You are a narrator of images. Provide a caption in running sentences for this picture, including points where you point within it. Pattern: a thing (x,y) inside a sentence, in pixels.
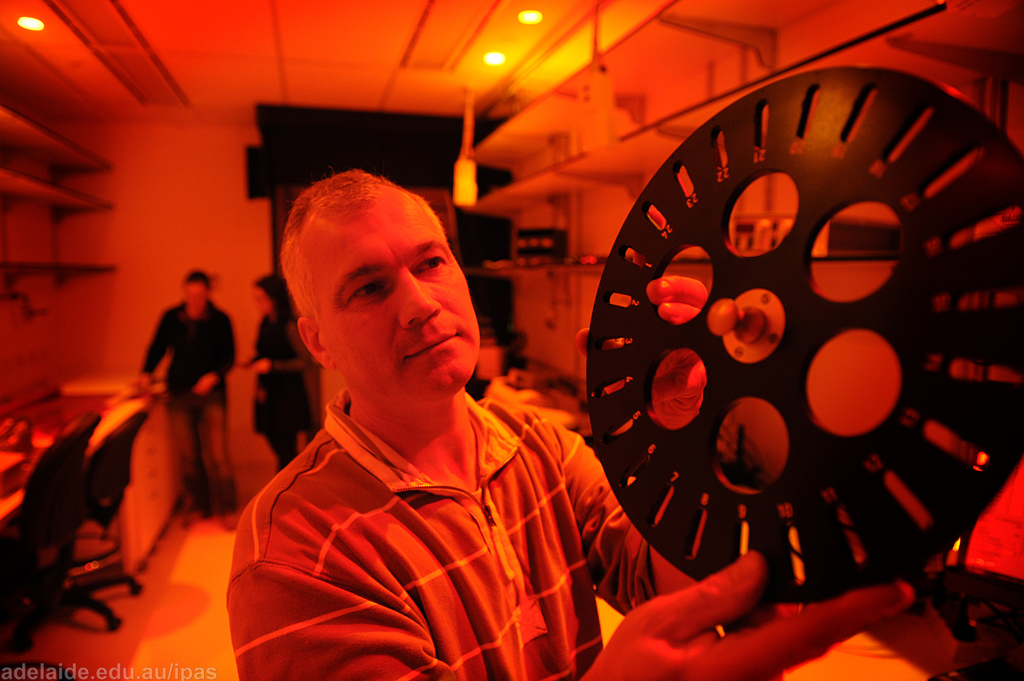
In this picture we can see a man (456,401) holding an object (637,447) with his hands (693,680) and in the background (174,320) we can see two people (202,359) standing on the floor (207,569), chairs (18,593), shelves (59,191), lights (524,17), wall (174,252), ceiling (203,53), some objects (310,149).
